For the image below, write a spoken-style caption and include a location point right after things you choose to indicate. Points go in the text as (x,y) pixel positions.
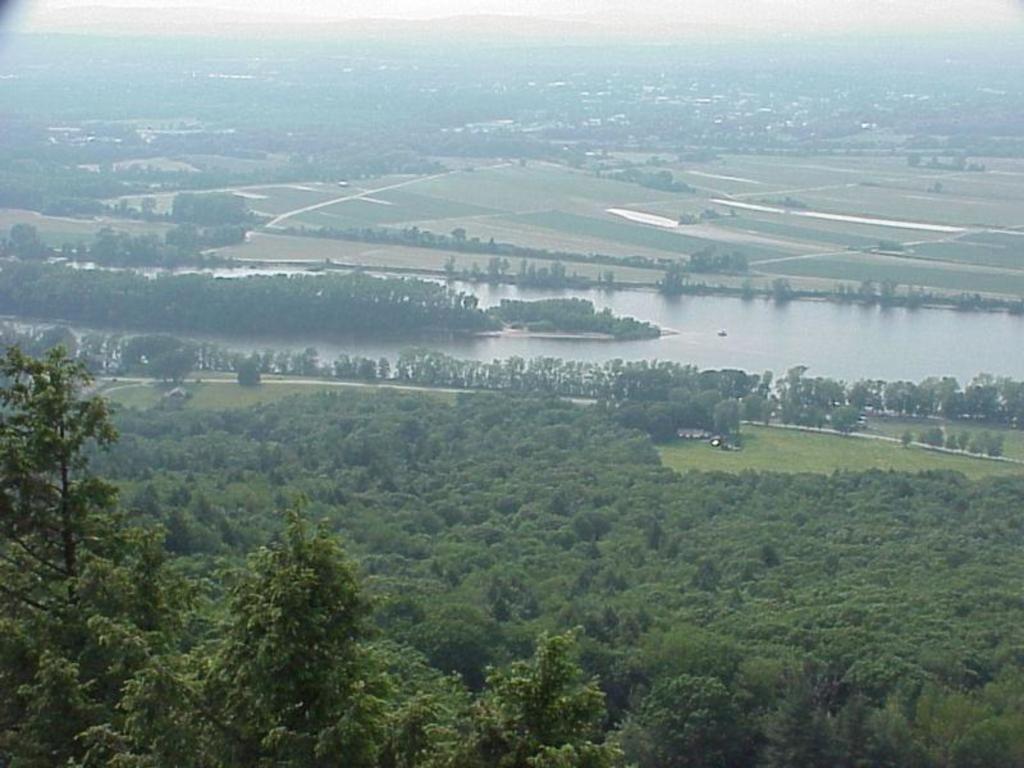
In this image we can see many trees (467,248). We can also see the water (764,303), grass (900,459) and also the ground (309,245).
